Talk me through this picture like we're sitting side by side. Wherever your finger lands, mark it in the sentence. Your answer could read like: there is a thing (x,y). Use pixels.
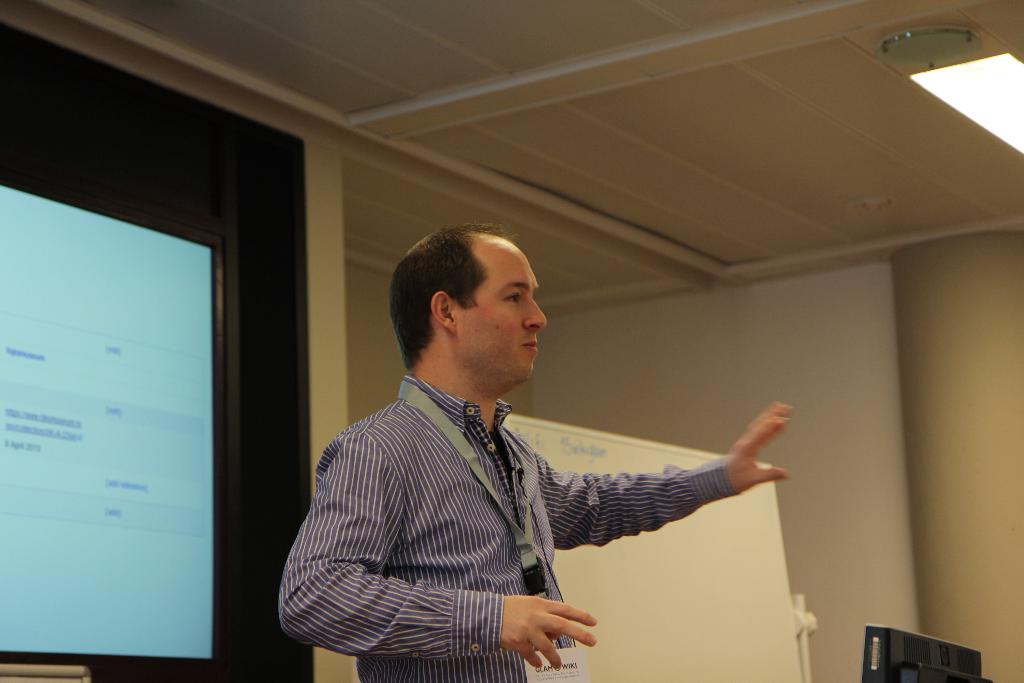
In this image I can see a person (331,472) standing wearing purple color shirt (424,496). Background (707,545) I can see a white color board (687,535) and a projector screen (165,352).
